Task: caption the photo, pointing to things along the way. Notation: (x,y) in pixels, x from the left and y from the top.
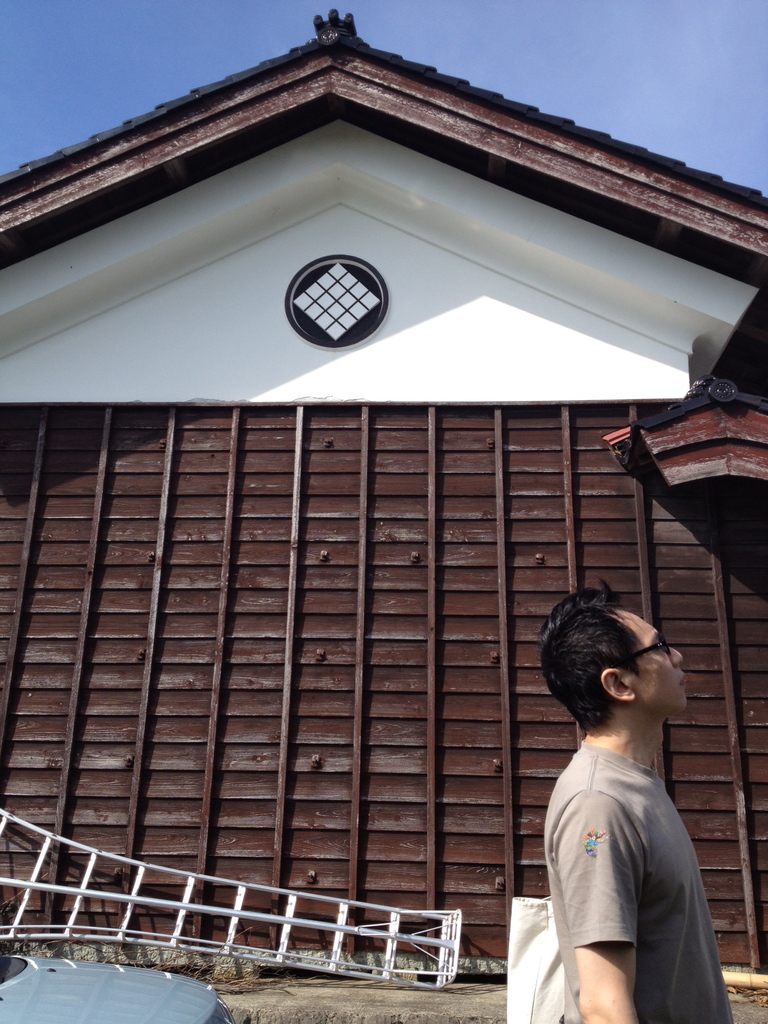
At the center of the image (405,441) there is a building (494,472) and there is a person (578,752) standing with his bag (537,956), behind him there is a vehicle (133,986) and there is an object (123,923) in front of the building (462,961). In the background (584,87) there is the sky (625,90).
